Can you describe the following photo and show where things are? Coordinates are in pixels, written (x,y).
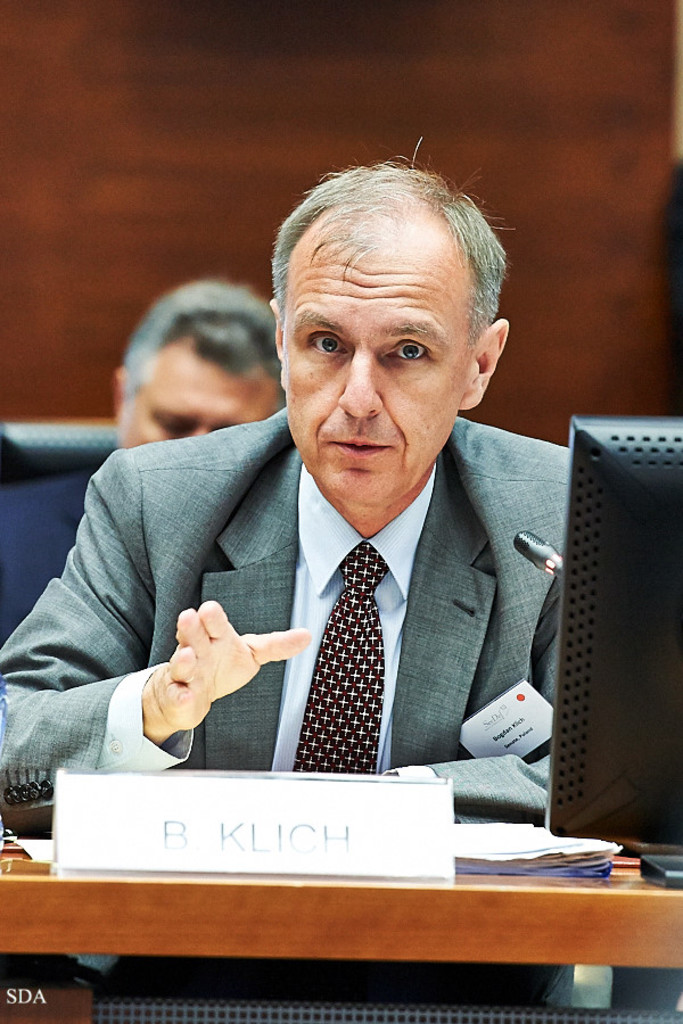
a person (427,534) is sitting wearing a suit (429,572). a computer (607,615) is present in front of him. his name (446,825) is b klich which is present on the table (27,900). behind him there is another man (163,379).
